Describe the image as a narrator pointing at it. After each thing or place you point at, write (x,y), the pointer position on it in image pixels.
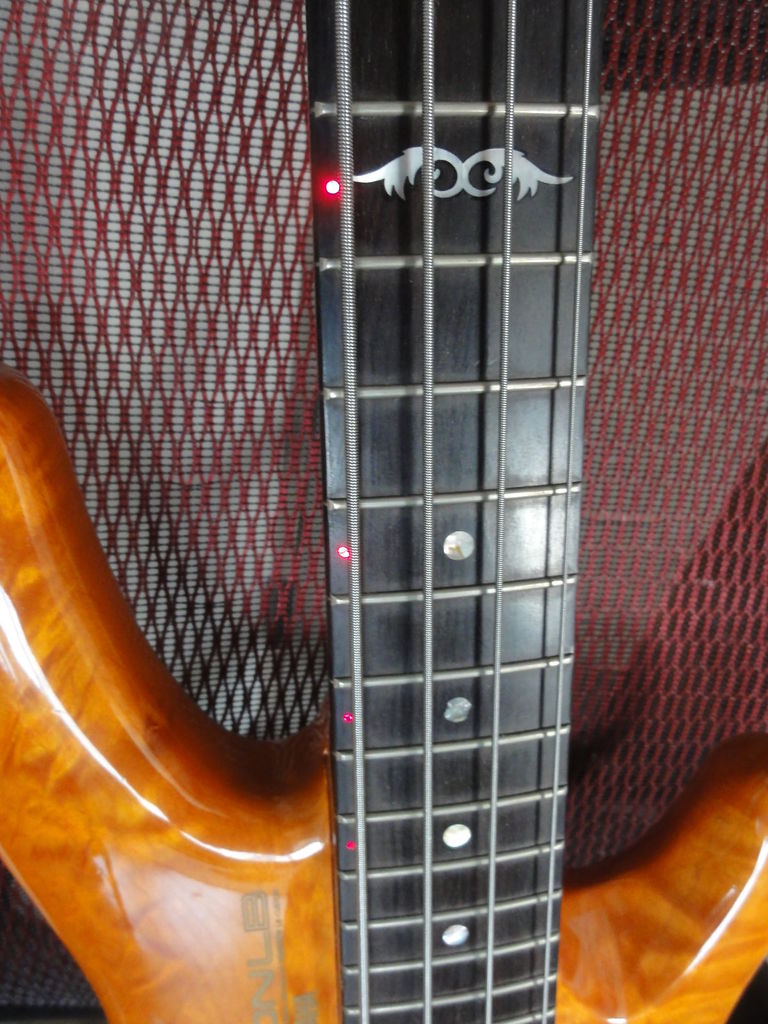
In this image I see a guitar (578,1019) and I see there are strings (365,1018) on this guitar (599,60) and I see the lights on it.
